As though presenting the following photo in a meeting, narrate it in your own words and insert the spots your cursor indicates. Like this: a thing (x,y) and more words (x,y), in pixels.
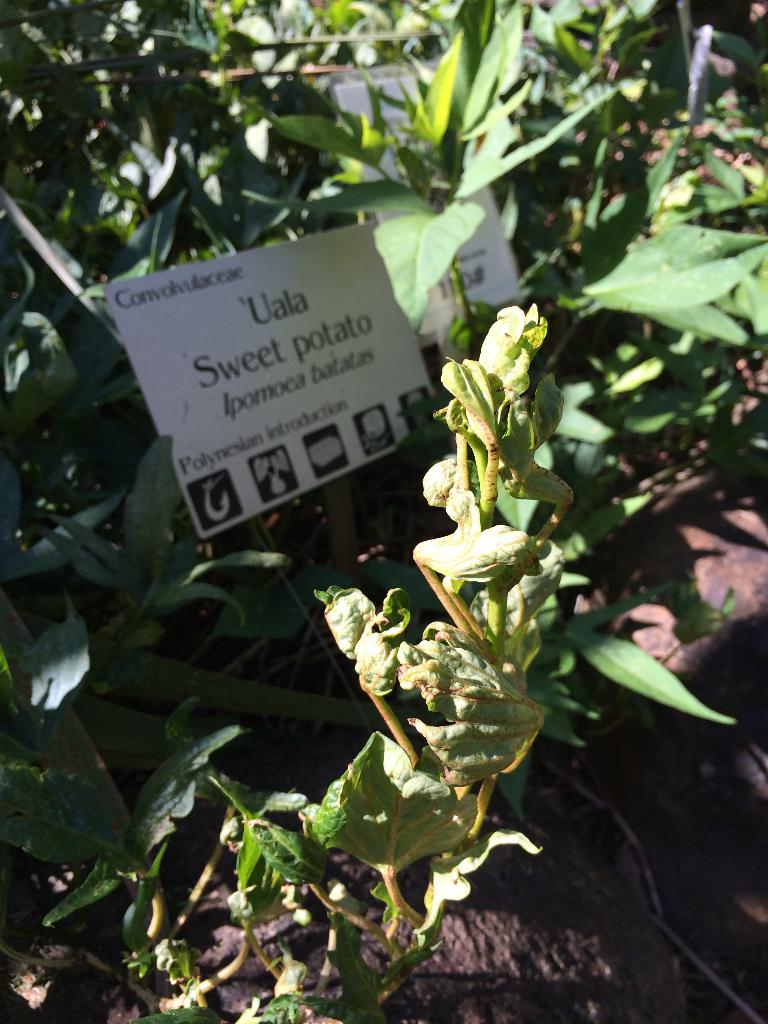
In this image in the center (465,600) there are some plants (2,288), and there is a board (314,321). On the board (300,398) there is text (311,385) and at the bottom (539,928) there are rocks (669,892) and there is a pipe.
